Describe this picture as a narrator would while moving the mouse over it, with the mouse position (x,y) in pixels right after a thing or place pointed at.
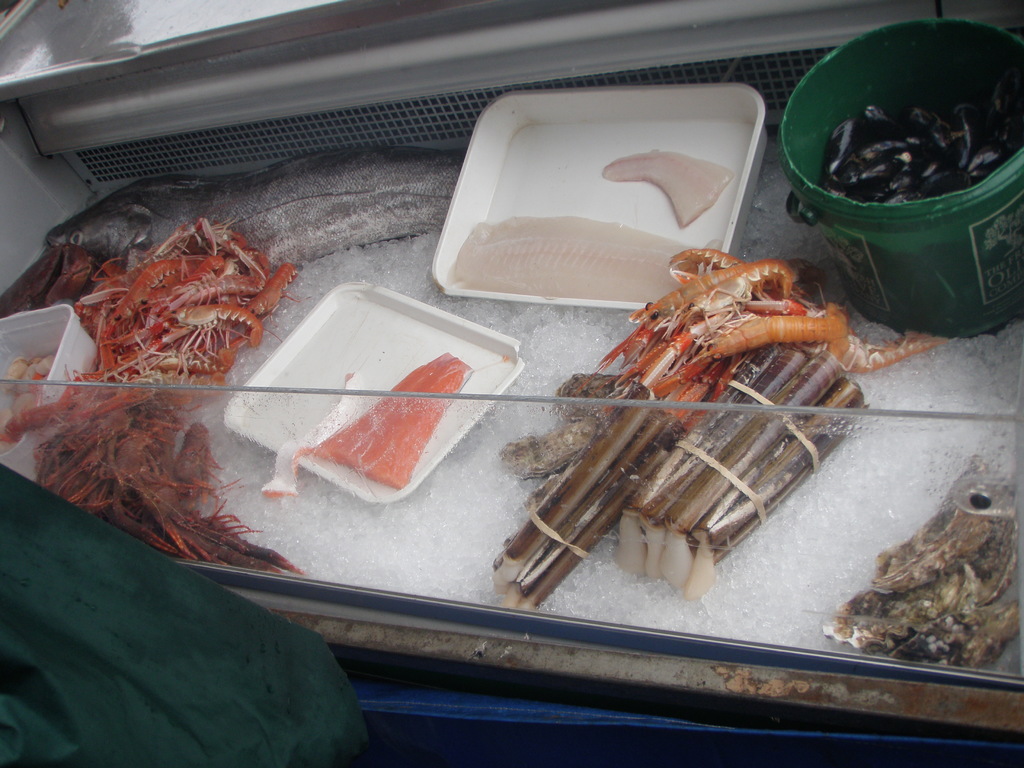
In this image, we can see some seafood (700,389) kept on the ice (571,320).
